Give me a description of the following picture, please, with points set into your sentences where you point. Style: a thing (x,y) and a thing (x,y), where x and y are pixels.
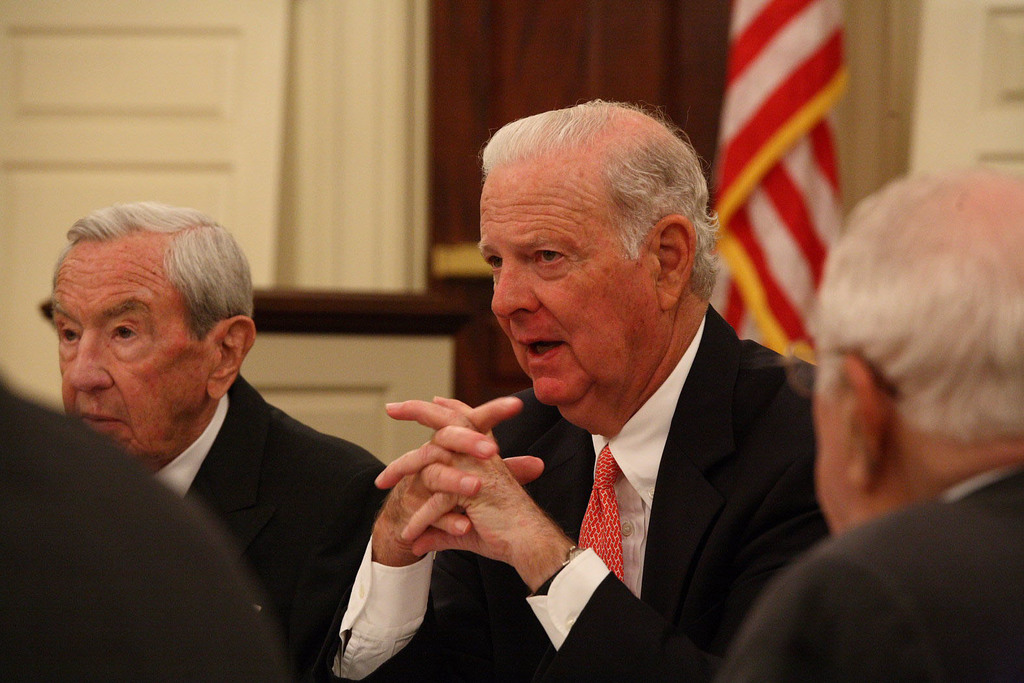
In the picture we can see some men (461,483) are sitting on the chairs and they are wearing a blazer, ties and shirts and in the background (314,349) we can see a flag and a wall (339,205).
